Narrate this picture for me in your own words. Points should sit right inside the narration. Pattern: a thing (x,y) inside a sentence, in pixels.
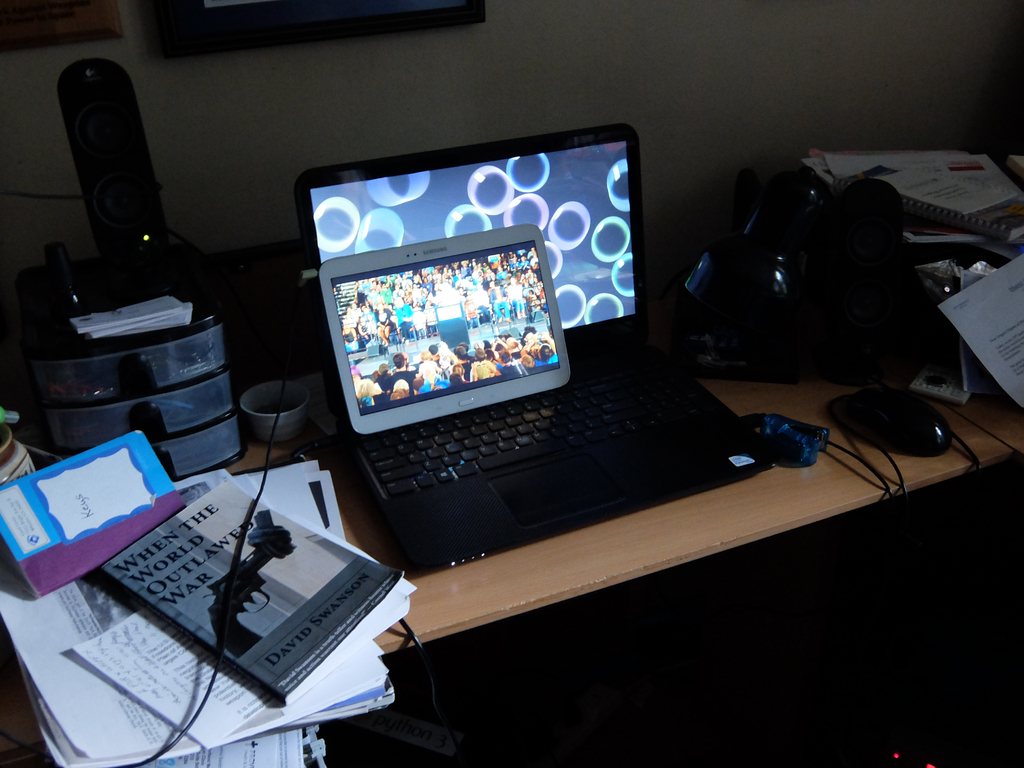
I can see a table (653,544) on which there are few papers (149,671), a book (133,577), a speaker (88,119), a laptop (540,190), a tab (482,278), a mouse (908,399) and few other objects (792,240). In the background (732,98) i can see the wall (742,139) and a photo frame (198,13).
